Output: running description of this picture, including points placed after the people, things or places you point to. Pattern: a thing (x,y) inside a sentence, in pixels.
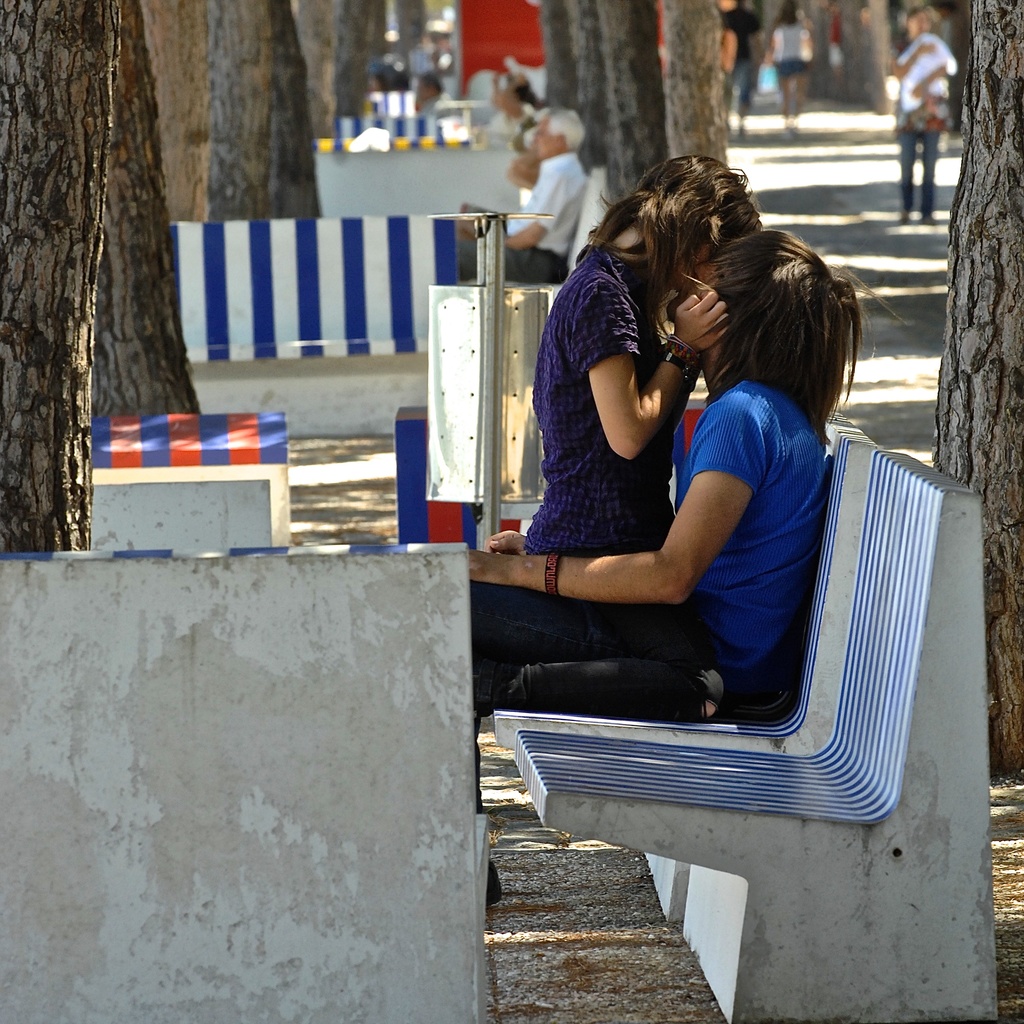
In this image we can see a boy (745,515) and a girl (570,466) are kissing each other by sitting on the bench (728,749). We can see few trees (113,185) and people (794,67) in the background (901,112).
